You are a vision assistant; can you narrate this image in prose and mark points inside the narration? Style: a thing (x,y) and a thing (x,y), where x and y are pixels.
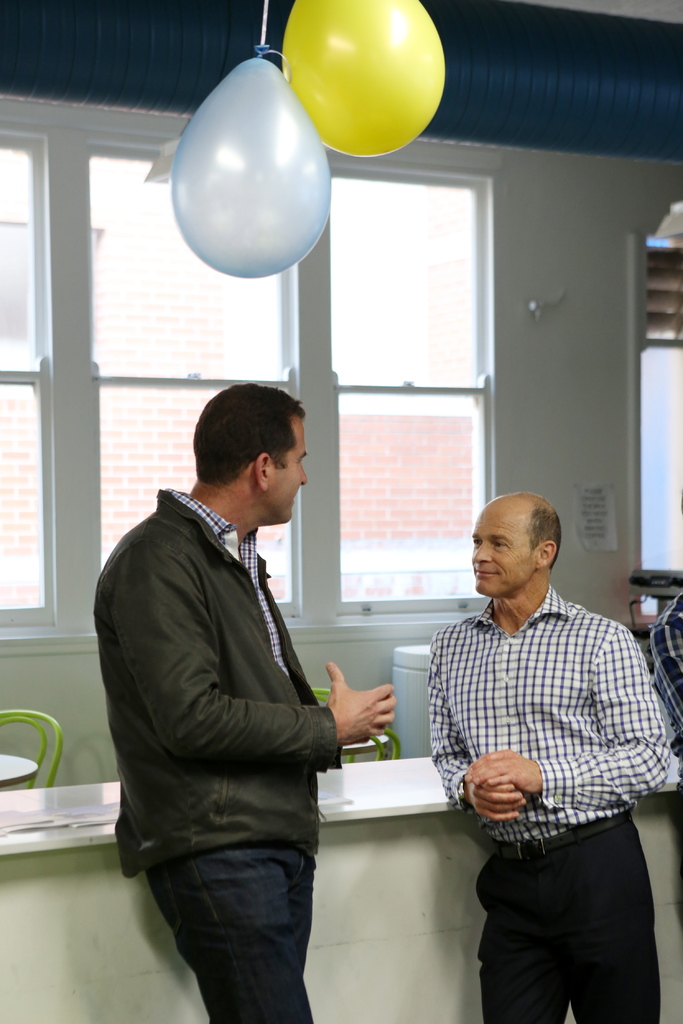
In this image there are two people (365,724) standing and talking with each other, behind them there is a desk (152,918), behind the desk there is a chair (325,698), behind the chair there is a glass window (143,441), at the top of the image (330,44) there are balloons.
